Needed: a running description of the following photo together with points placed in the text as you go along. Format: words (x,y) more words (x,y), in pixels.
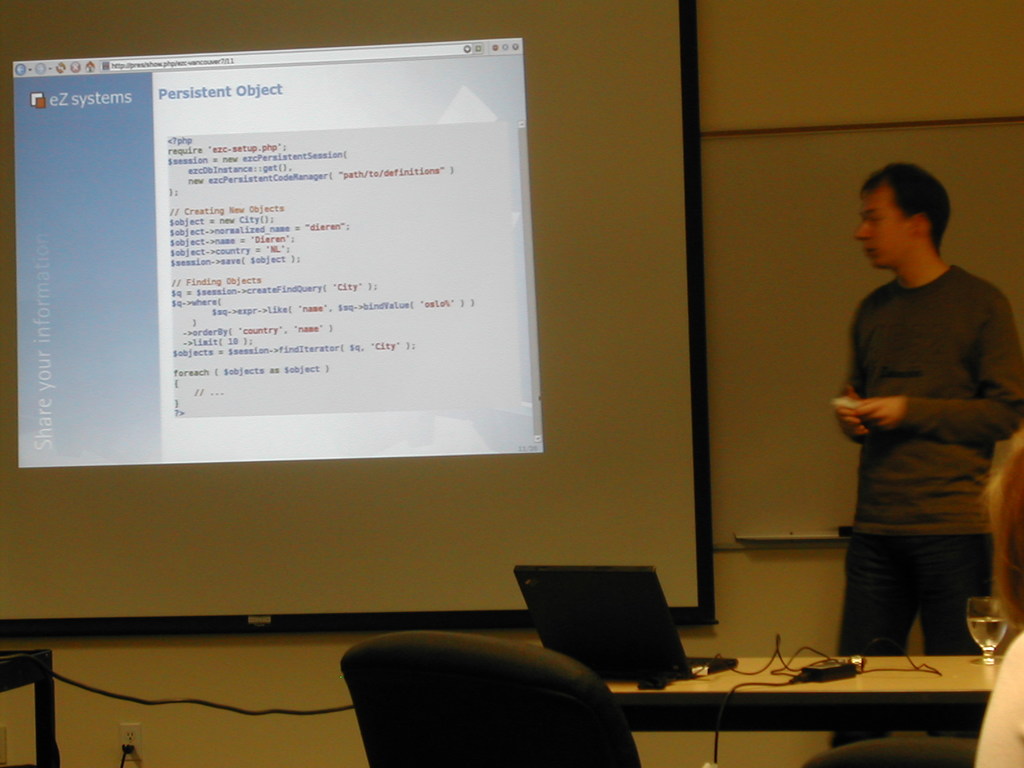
This picture is clicked inside. On the right (932,242) there is a person (953,294) wearing t-shirt (910,335), holding some object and standing and we can see the chairs (618,734), table (748,698) on top of which a glass of water (970,618), laptop (607,634) and some items (783,681) are placed. In the background (766,134) we can see the wall (789,46) and a projector screen (471,499) on which we can see the text (272,259). On the left corner (20,668) there is an object (37,667).
